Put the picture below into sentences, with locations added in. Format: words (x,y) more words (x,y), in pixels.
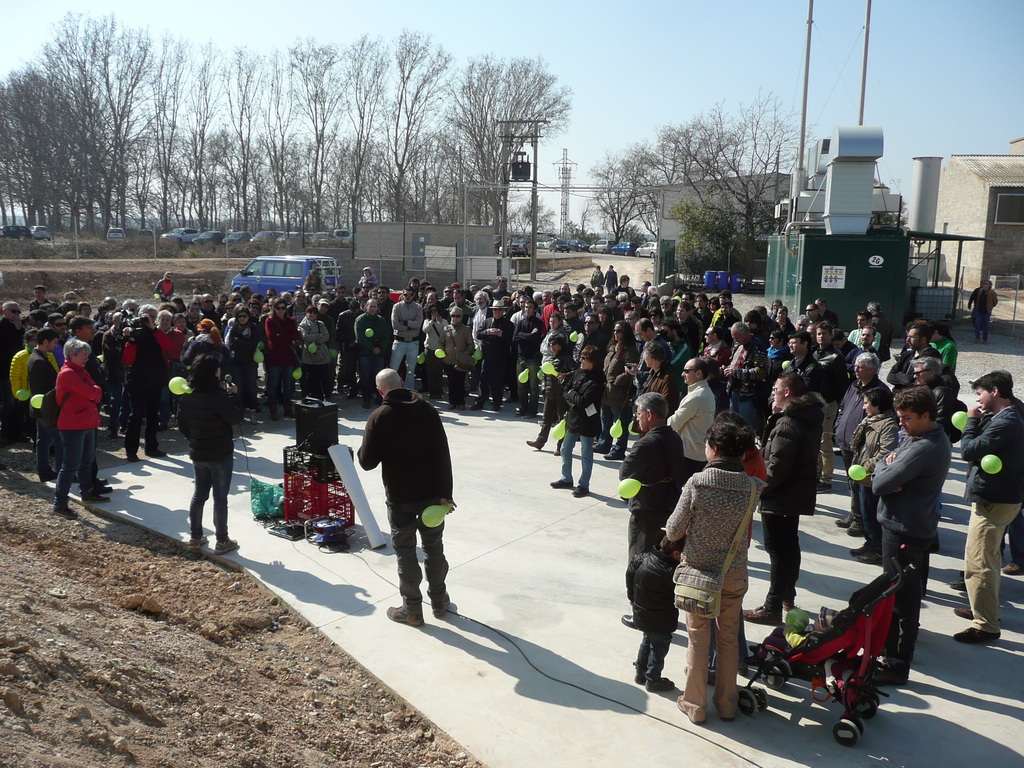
In this image, we can see people (591,299) and some are holding balloons (172,387) and we can see a trolley (822,643) and some other objects (322,492) on the road (508,632). In the background (281,180), there are vehicles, trees (441,166), poles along with wires (599,196) and sheds (388,243) and we can see a transformer (878,213) and there is a fence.
